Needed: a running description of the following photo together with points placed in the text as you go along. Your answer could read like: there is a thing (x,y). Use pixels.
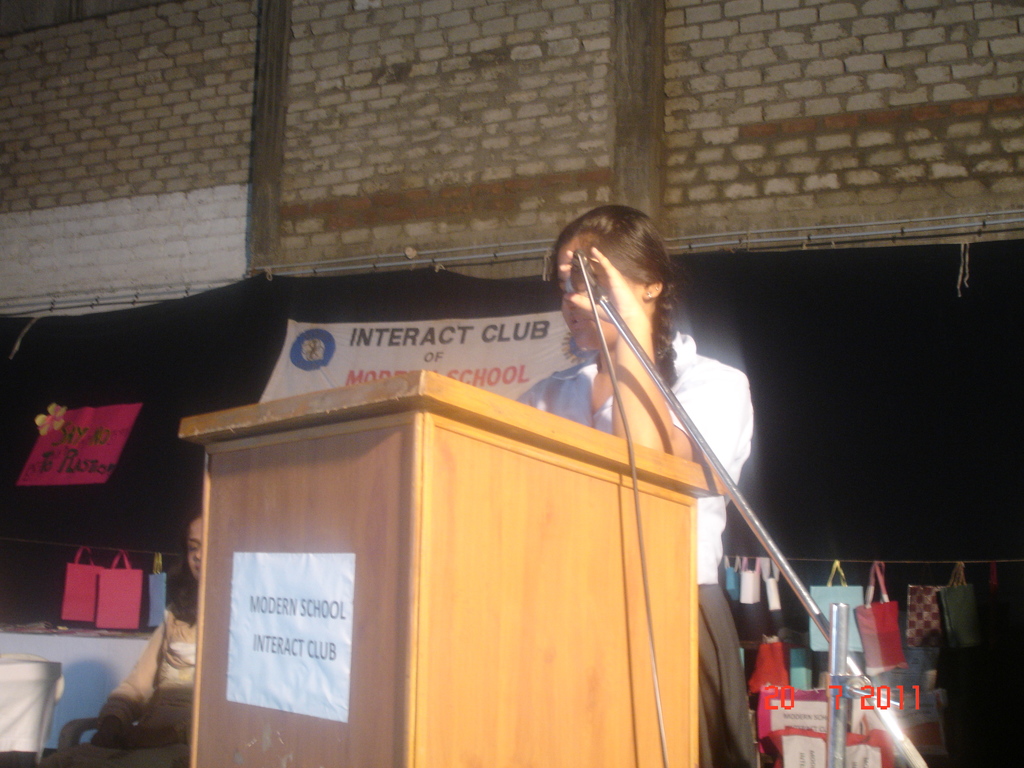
In the picture there is a table (414,606) in front of the table (632,660) a girl (557,403) is standing and giving the speech beside that there is a woman (154,688) sitting on the chair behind her there is a black color cloth (899,261) in front of that there are few items (874,653) kept in front of the cloth (781,625) in the background (382,144) there is a brick wall (334,141).
